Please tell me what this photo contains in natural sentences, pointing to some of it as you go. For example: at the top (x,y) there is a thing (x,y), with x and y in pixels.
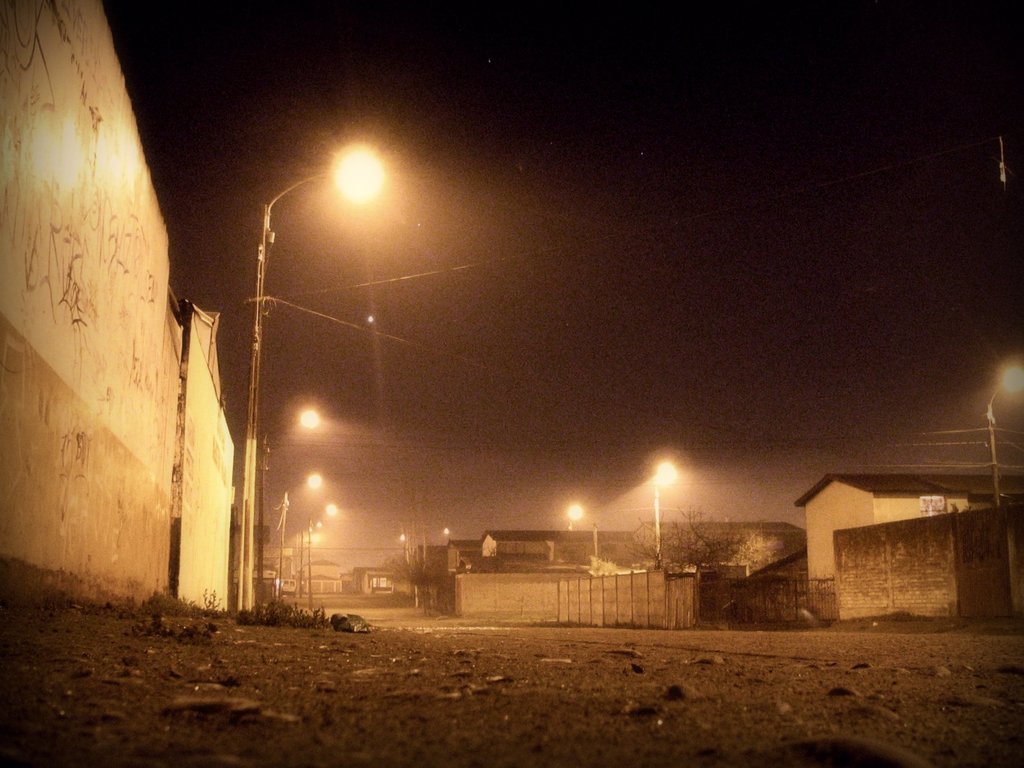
In the foreground of the picture (502,671) we can see plants (278,618) and dust particles (444,663) on the road (656,634). In the middle of the picture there are street lights (658,549), buildings (547,532), trees (754,552), wall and other objects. On the left (171,477) it is wall (191,440). On the right (924,465) we can see cables (948,466). At the top (754,72) it is sky (569,116).
